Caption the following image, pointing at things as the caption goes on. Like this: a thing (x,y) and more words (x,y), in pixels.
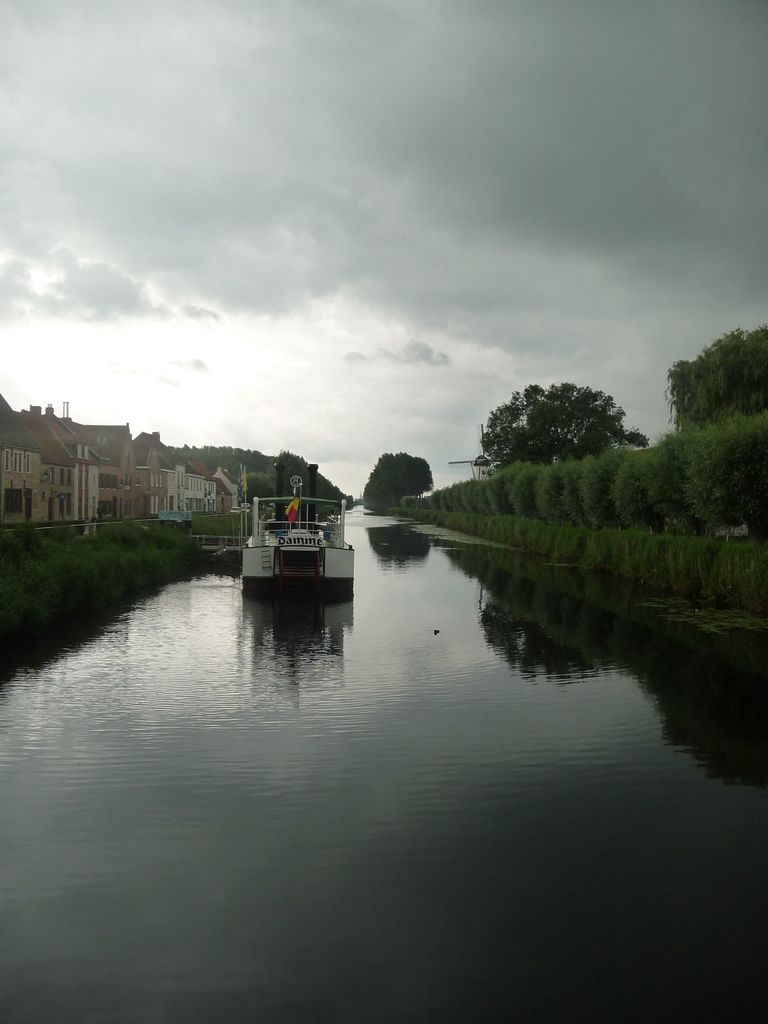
In this image, we can see a boat (314,494) sailing on the water (290,632). There are a few houses (45,482), plants (217,513) and trees (732,493). We can also see the sky (547,59) with clouds (547,58) and some reflection (550,591) is seen in the water (501,780).
